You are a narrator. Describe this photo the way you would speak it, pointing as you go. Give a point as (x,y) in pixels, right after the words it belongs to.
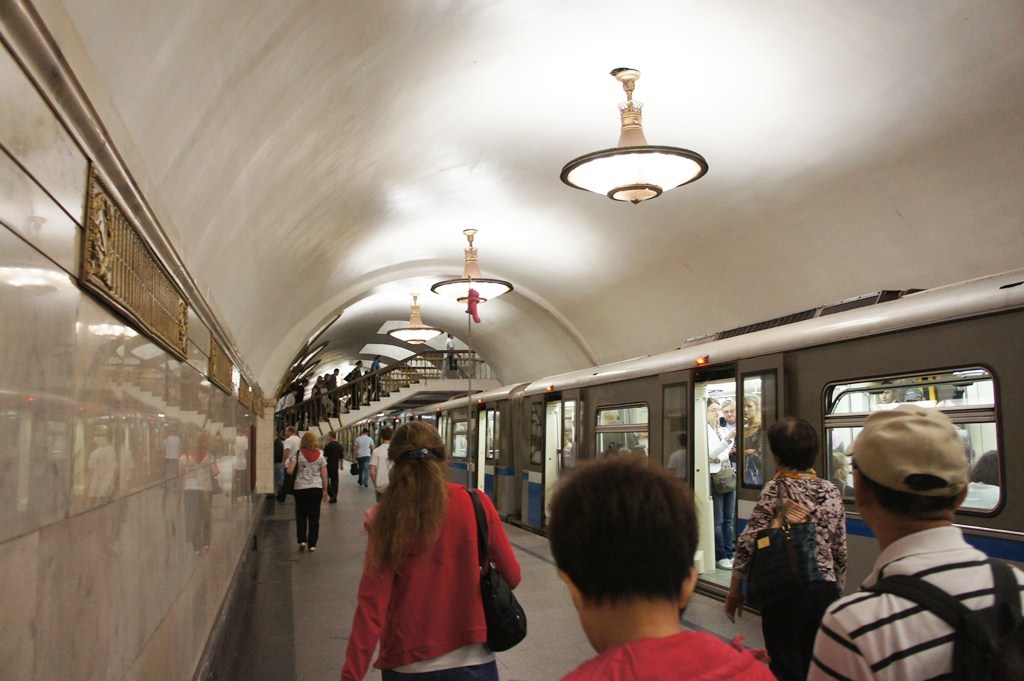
In this image, there are a few people (650,626). We can see a train (489,467) and the ground (346,647). We can see some stairs (367,400) and the railing (442,372). We can see the wall (20,484) with some objects (220,348). We can see the roof (360,348) with some lights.
